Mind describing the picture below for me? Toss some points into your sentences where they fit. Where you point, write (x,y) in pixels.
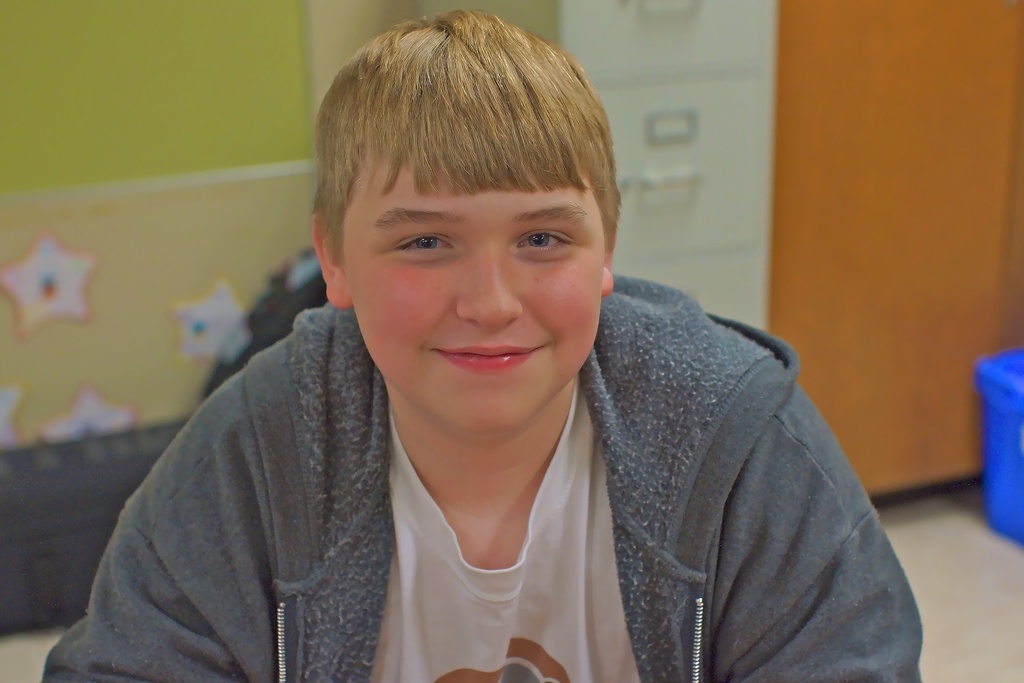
This image consists of a boy (509,491) who is wearing a sweater (660,371). This image might be clicked in a room (17,310). There is a box (1005,378) on the right side (984,476). It is in blue color.
